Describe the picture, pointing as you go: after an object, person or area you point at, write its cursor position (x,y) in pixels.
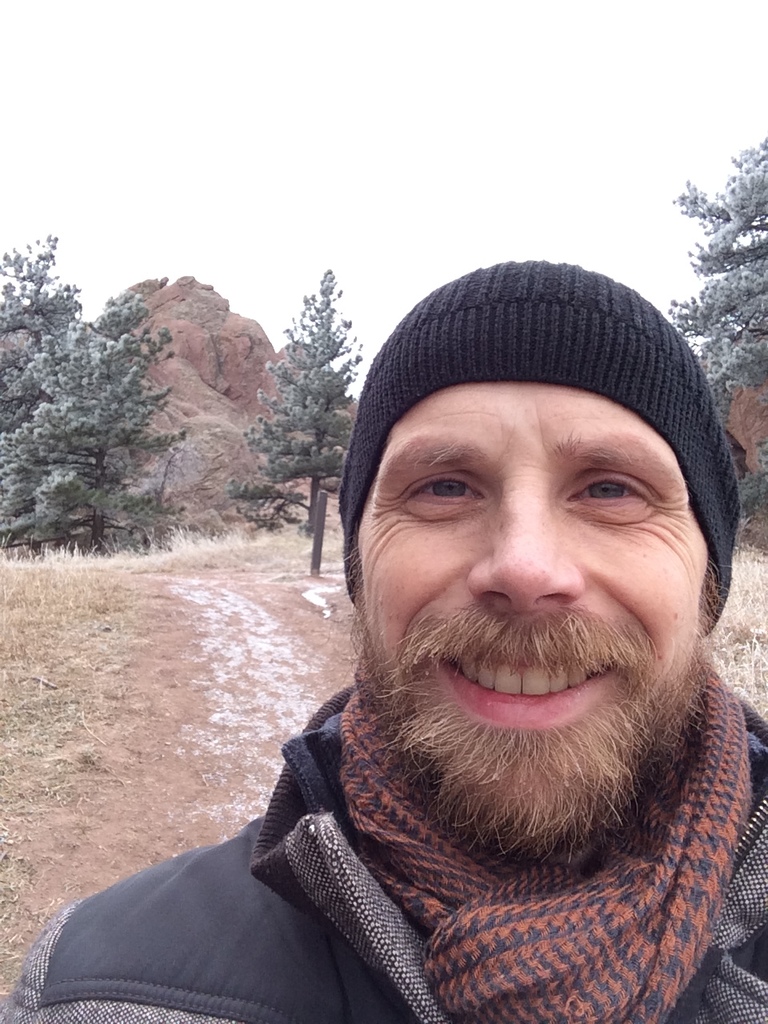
In this image, we can see a man (599,694) wearing a black color cap (534,331). In the background (20,354), we can see some trees (322,317), rocks (214,405). At the top (543,73), we can see a sky (529,139), at the bottom (197,716) there is a grass (41,558) and a land (248,694).
